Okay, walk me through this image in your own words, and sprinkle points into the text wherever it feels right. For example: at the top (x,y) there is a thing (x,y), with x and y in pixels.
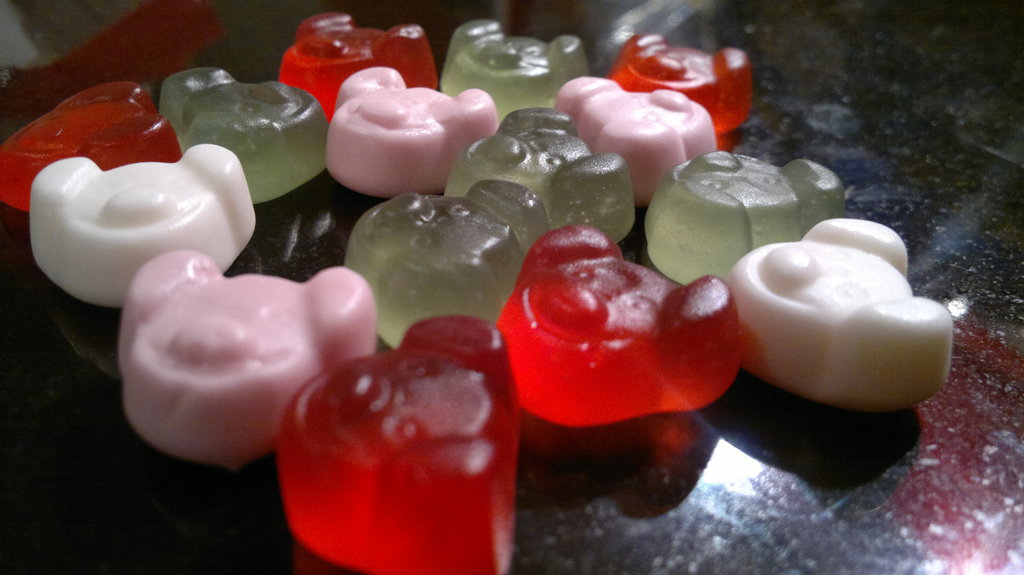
In the center of this picture (624,308) we can see the gelatin (582,344) of different colors and we can see some other objects (34,74).
